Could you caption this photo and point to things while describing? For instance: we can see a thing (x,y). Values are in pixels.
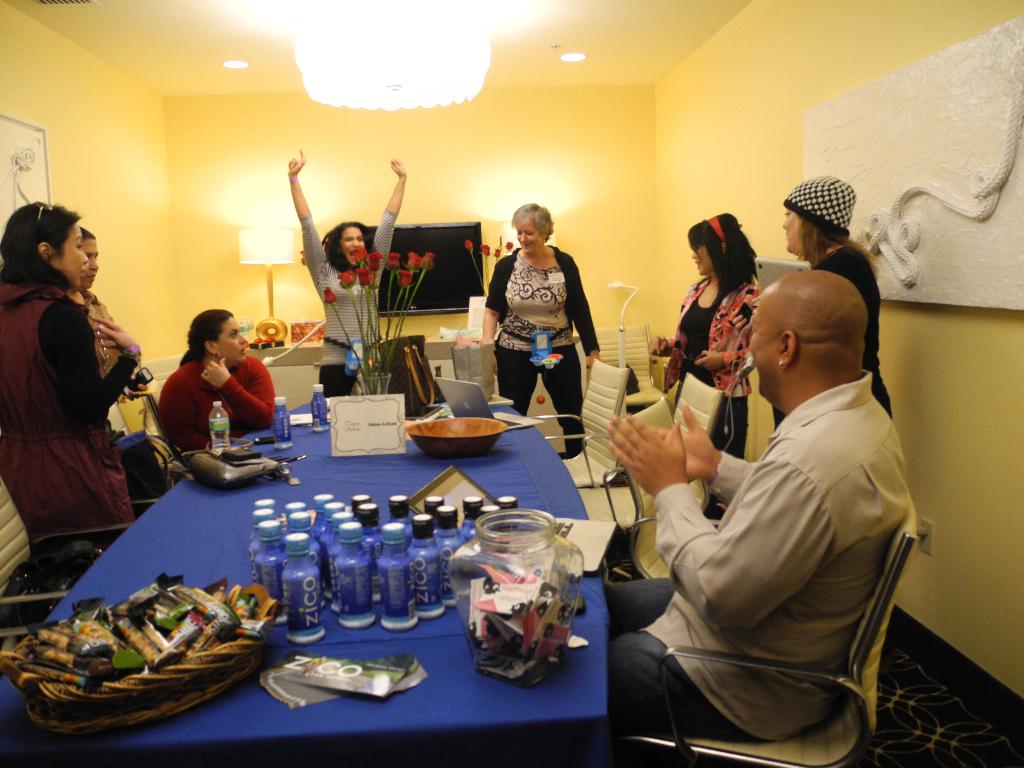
Here we can see that a group of people (255,376) sitting and some (826,243) are standing, and in front (429,440) there is the table (369,649) and some objects (436,424) on it, like flowers (363,360) and bottles (444,563) and bag (432,401) on it, and at back (225,173) there is the wall (227,191), and at the top (418,66) there is the light (392,50), and here is the television (428,236), and here is the lamp (270,245).
